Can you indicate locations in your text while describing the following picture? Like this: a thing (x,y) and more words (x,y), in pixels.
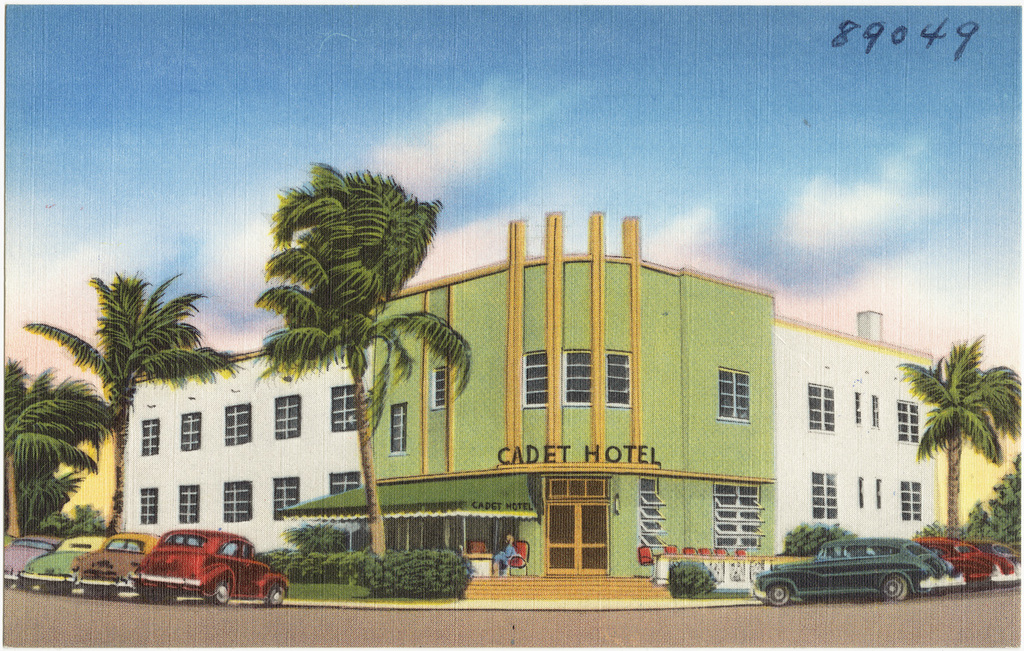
In the image in the center (558,411) we can see trees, few vehicles (889,574), chairs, plants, windows (728,535), sign board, building (674,351), door (591,513), staircase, table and one person (507,559) sitting on the chair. In the background (438,188) we can see the sky (540,146) and clouds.
